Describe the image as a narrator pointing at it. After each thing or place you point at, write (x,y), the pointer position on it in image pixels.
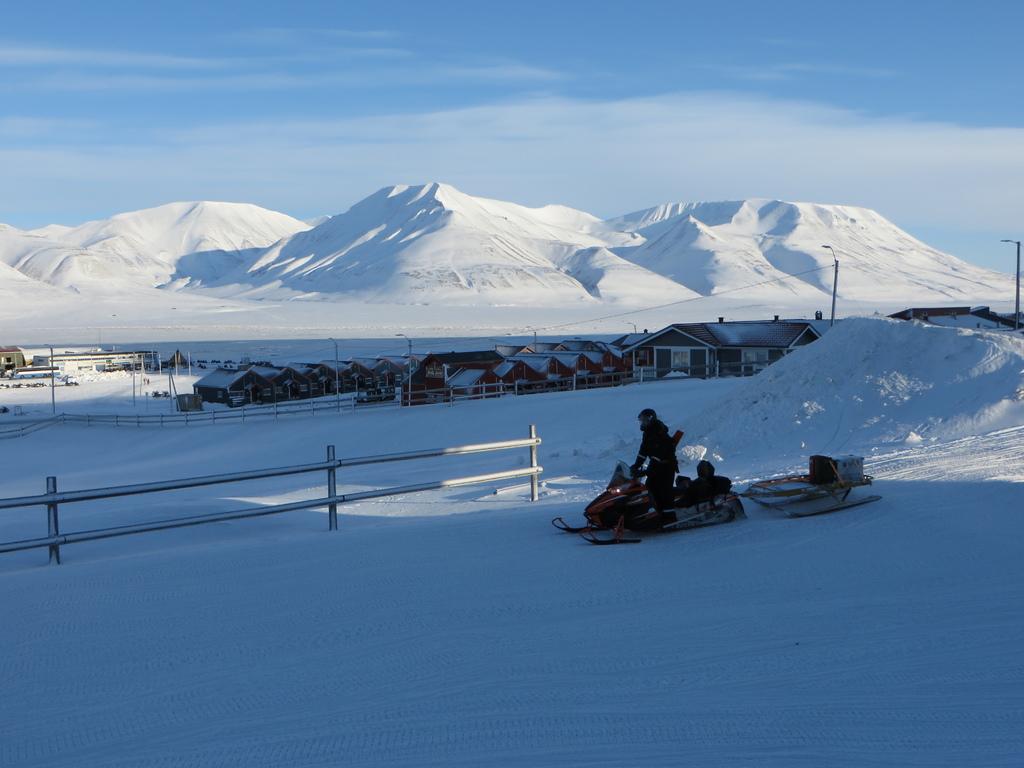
Here in this picture we can see a person (658,456) standing on a snow mobile (645,491) present on the ground (614,547), which is fully covered with snow (488,546) and behind it we can see a trolley (828,489) with something on it and in the front of him we can see a railing (55,541) present and in the far we can see number of houses (222,383) present and we can also see mountains (435,249) that are fully covered with snow (790,303) and we can also see light posts (836,281) present and we can see clouds (625,180) in the sky (574,193).
